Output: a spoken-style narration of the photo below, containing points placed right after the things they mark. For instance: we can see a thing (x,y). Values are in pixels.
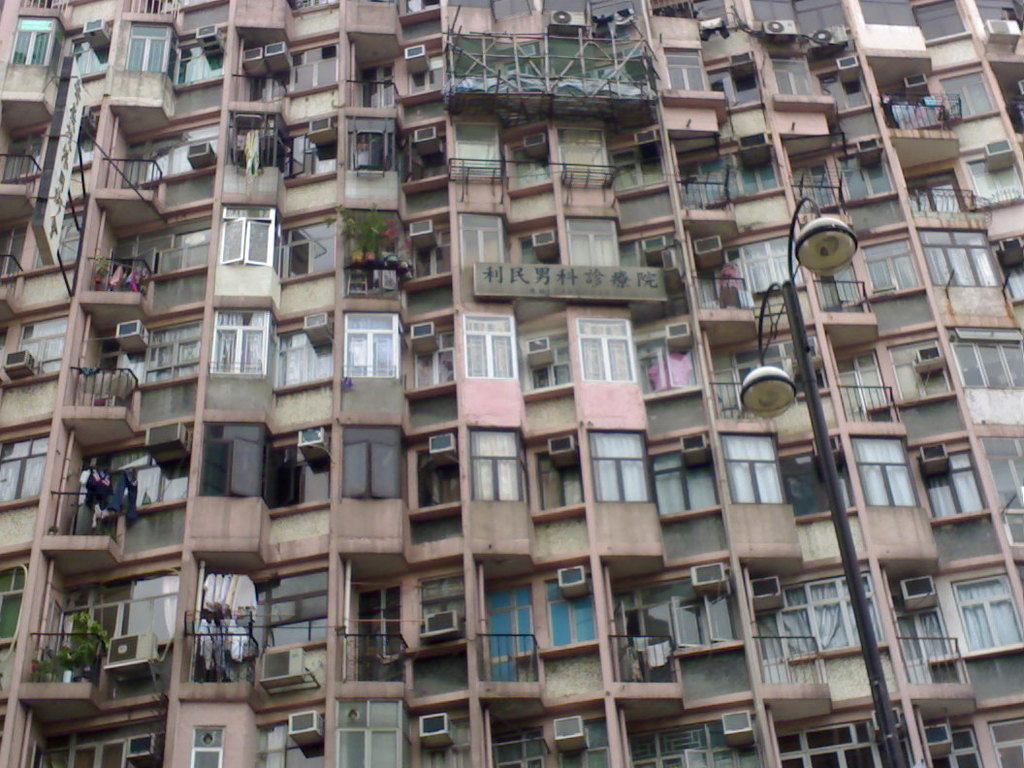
In this picture we can see few buildings (436,306), lights (845,242), poles (794,336), hoardings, cloths (94,468), plants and air conditioners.
